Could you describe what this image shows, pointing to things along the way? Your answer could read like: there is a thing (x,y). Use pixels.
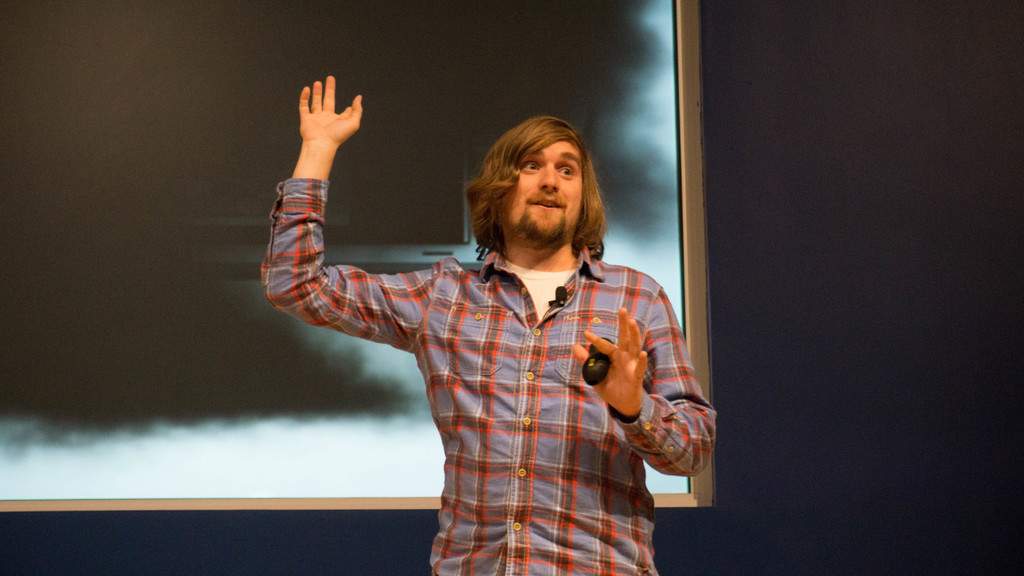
In this image, there is a person (554,313) in front of the screen (175,362) wearing clothes (524,350).
